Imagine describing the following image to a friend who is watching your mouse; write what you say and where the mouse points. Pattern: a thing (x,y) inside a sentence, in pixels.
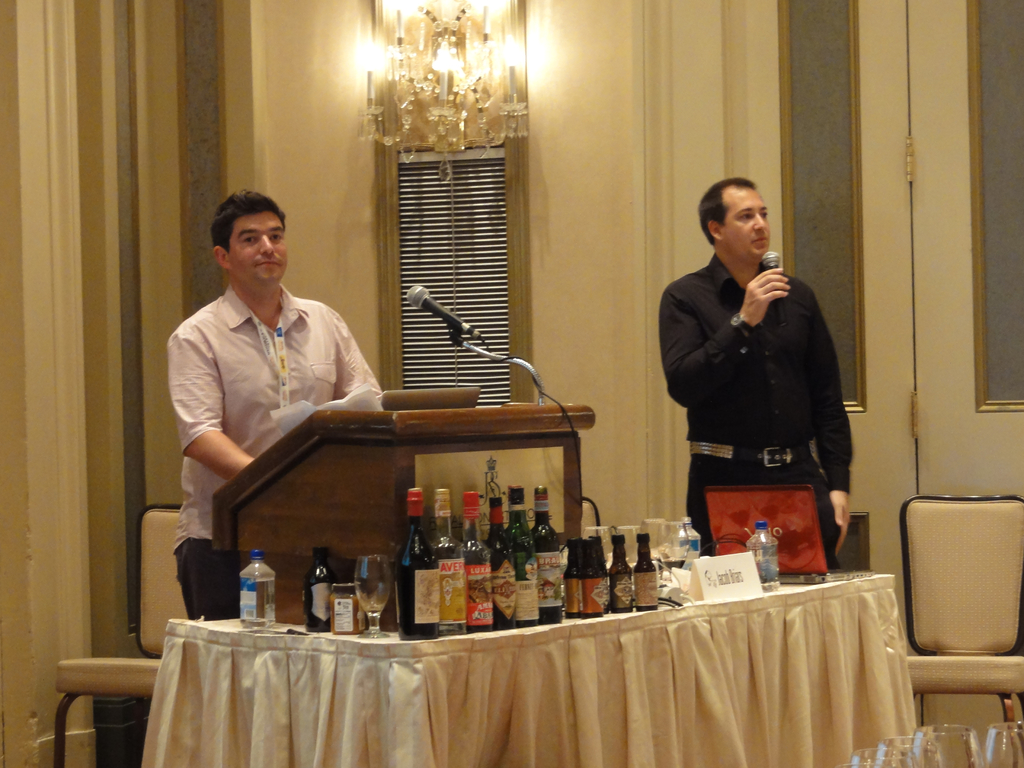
In this picture two people (798,362) one holding a mike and standing in front of the desk (494,428) and on the table (459,660) we have some bottles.
